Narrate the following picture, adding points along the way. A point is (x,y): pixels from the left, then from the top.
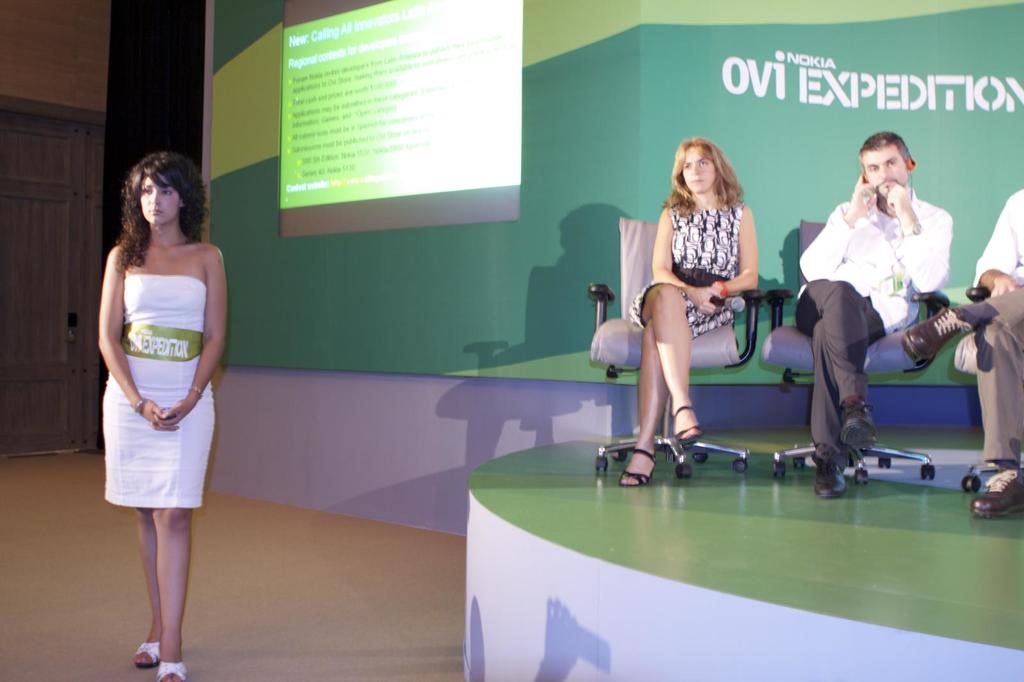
In this picture there is a girl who is standing on the left side of the image (131,395) and there are people (754,233) those who are sitting on the chairs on the right side of the image (684,227), on the stage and there is a door (85,167) and a poster (425,138) in the background area of the image (566,162).
